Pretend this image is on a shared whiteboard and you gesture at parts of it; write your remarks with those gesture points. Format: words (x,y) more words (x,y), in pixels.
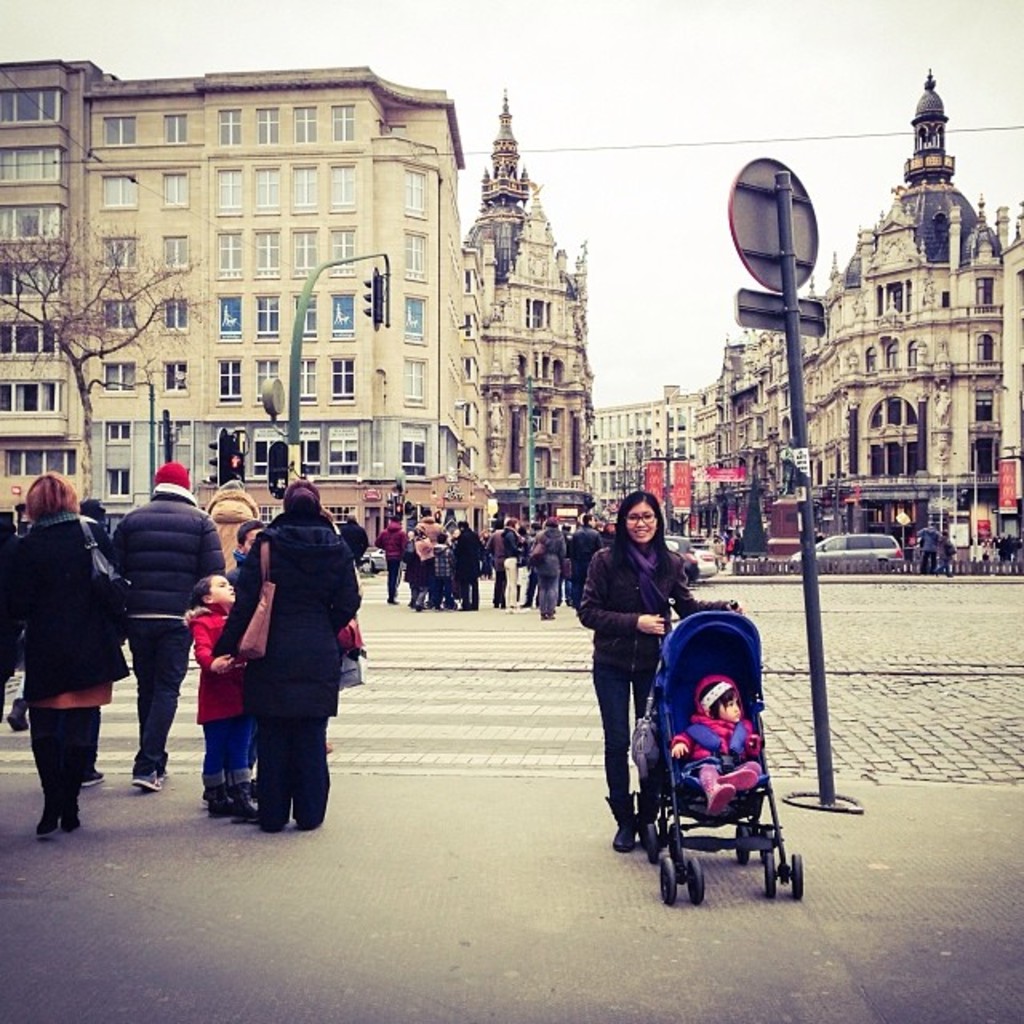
In this image there is a woman (611,559) standing on the footpath (631,790) by holding the cradle (746,675). On the left side (82,584) there are few people (146,622) who are walking on the zebra crossing (437,642). In the background (395,277) there are so many buildings (562,341). On the road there are vehicles (843,559). On the right side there is a pole (787,301) on the footpath (884,828). At the top (706,125) there is the sky (726,131). On the left side (76,362) there is a tree (78,335). In the middle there is a traffic signal light (385,293).
